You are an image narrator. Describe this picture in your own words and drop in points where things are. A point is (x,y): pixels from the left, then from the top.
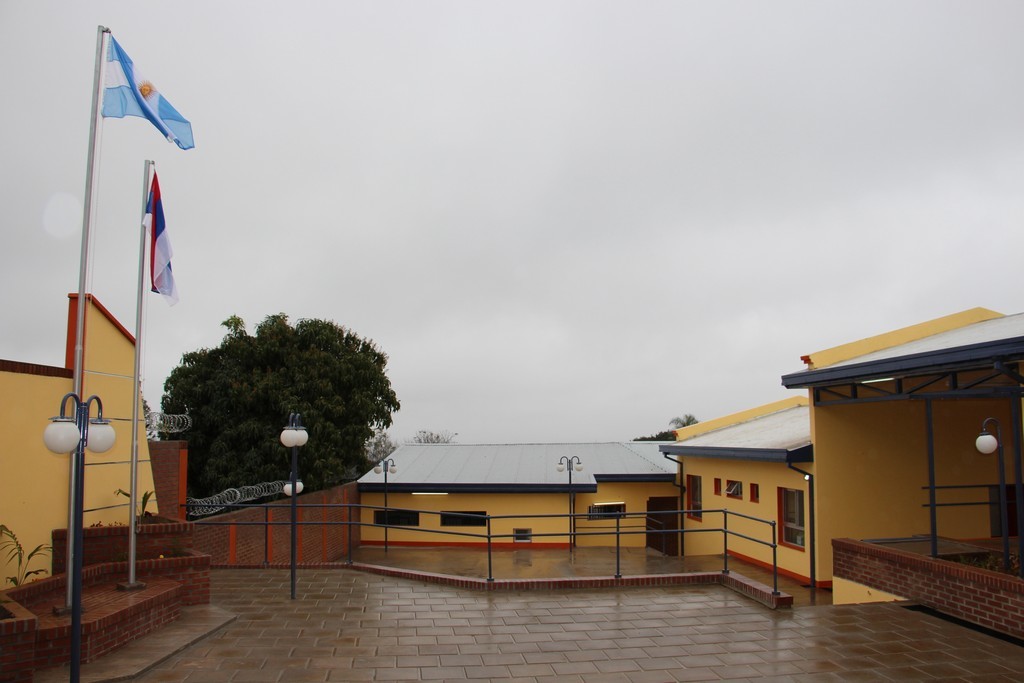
In this image we can see yellow color house (749,530). To the left side of the image (99,78) two flag poles (71,498) are there and one light pole (74,441) is present. Background of the image (287,376) one tree (342,384) is there and the sky (527,196) is full of cloud (745,219).
